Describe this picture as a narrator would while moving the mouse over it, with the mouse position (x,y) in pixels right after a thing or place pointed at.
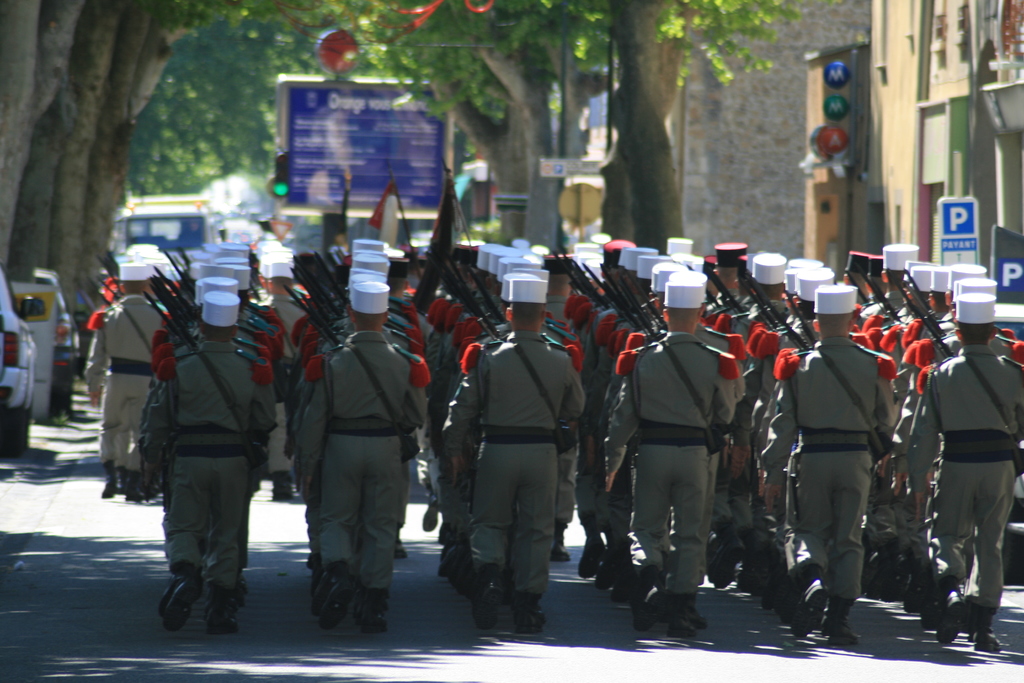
In the picture I can see a group of people (489,493) are walking on the road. These people (489,497) are wearing uniforms (492,475) and some other objects (384,421). In the background (553,223) I can see buildings (848,252), trees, vehicles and some other objects (400,210).
